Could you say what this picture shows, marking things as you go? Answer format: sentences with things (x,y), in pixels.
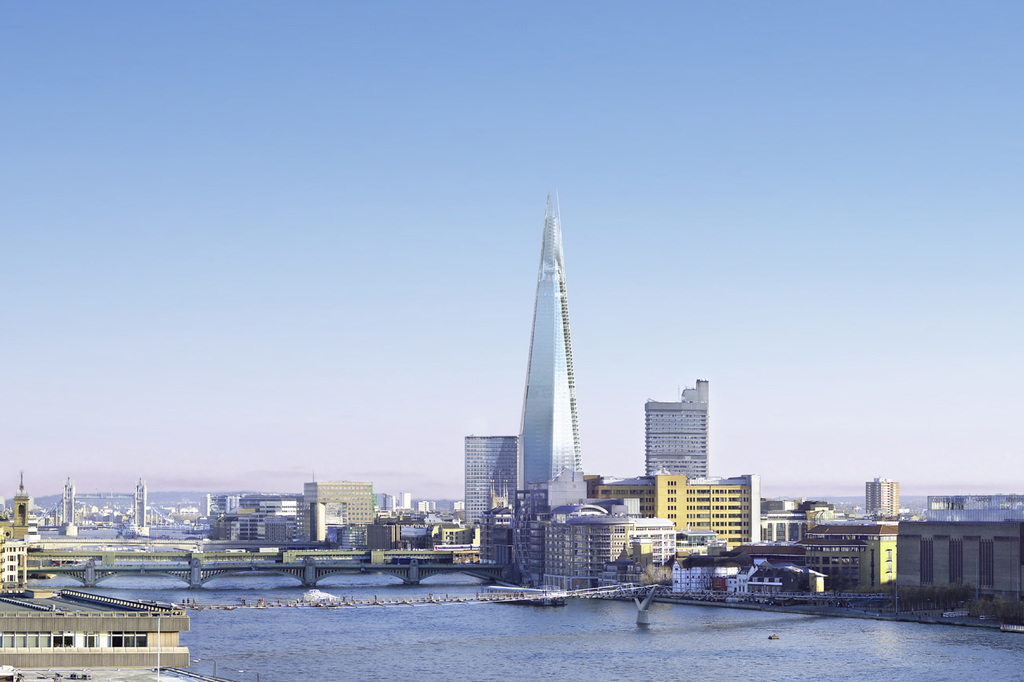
In this image we can see water (414,649), bridges (414,572), and buildings (859,583). In the background (369,340) there is sky (647,163).
